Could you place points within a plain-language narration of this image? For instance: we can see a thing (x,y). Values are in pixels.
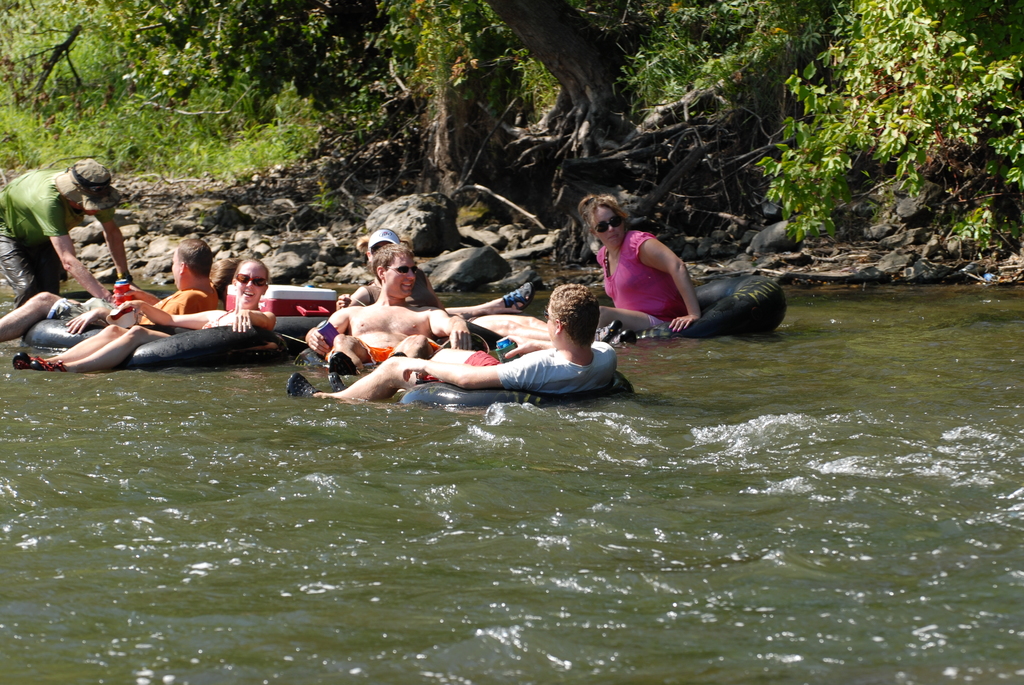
In this image we can see persons (683,310) in tubes (423,399) sailing on the water (505,523). In the background (778,84) we can see trees (875,103), plants (410,117) and stones (225,239).
